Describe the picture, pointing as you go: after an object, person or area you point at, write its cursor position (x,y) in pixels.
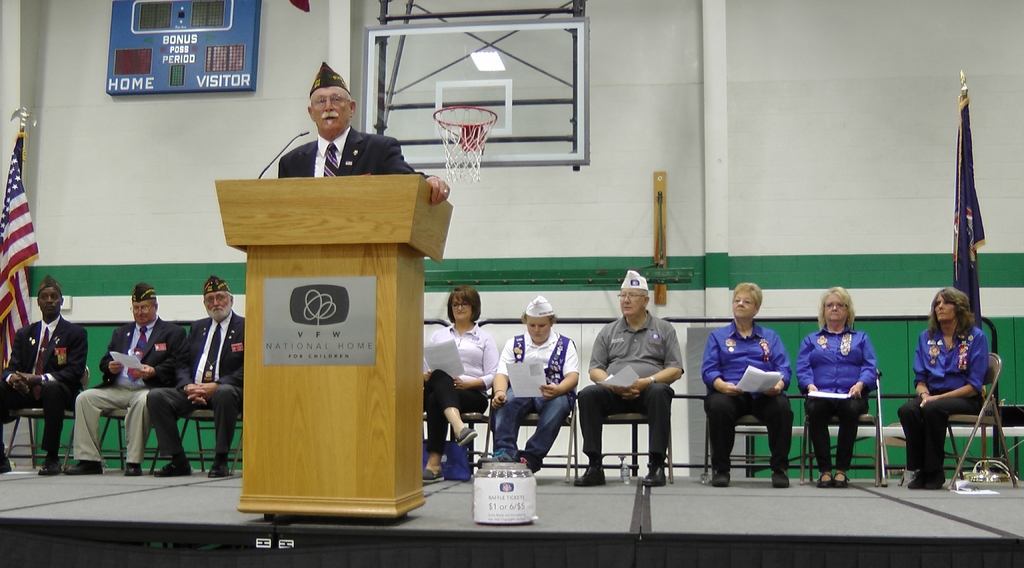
In this image in the front (349,275) there is a man (348,158) standing and in front of the man (360,145) there is a podium (316,232) and on the podium (322,331) there is some text (315,325) written on it and there is a mic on the podium (312,206). In the background (65,319) there are persons (758,354) sitting on a chair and holding papers (545,379) in their hand (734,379) and there is a basketball net (484,135) and there are flags (960,206) and on the wall (195,112) there is a board (186,46) with some text (183,53) written on it
